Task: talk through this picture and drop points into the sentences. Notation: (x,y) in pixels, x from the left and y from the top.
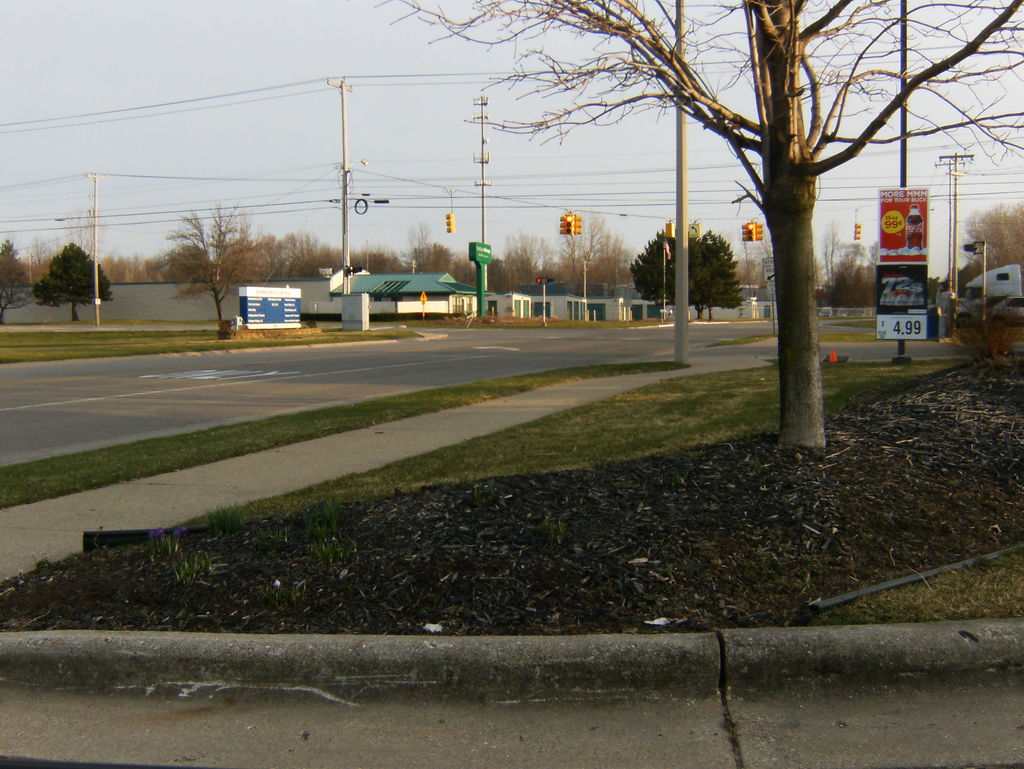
In this image we can see the trees (786,297) and also houses (580,296) and electrical poles (483,192) with wires (472,206). We can also see the hoarding (897,237) to the pole (904,47) in this image. Roads (219,379) are also visible in this image. At the top (100,57) there is sky (139,40).
